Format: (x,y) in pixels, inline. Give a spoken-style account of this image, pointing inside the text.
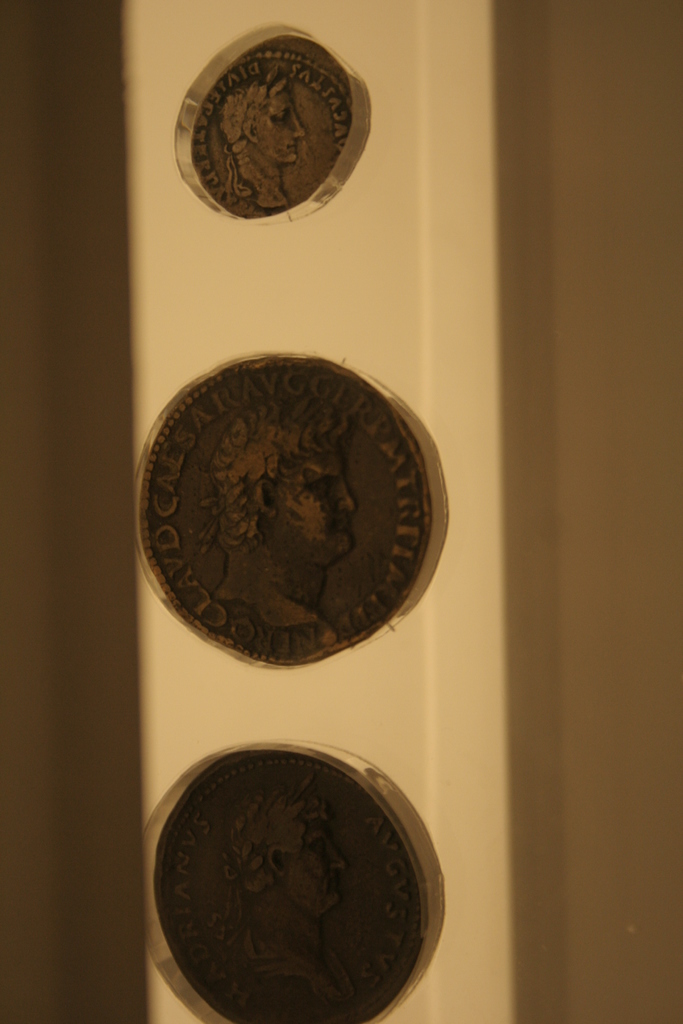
In this image there are three coins (306,898), there is a man (299,872) and text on the coins (294,883), at the background of the image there is the wall (35,311).
